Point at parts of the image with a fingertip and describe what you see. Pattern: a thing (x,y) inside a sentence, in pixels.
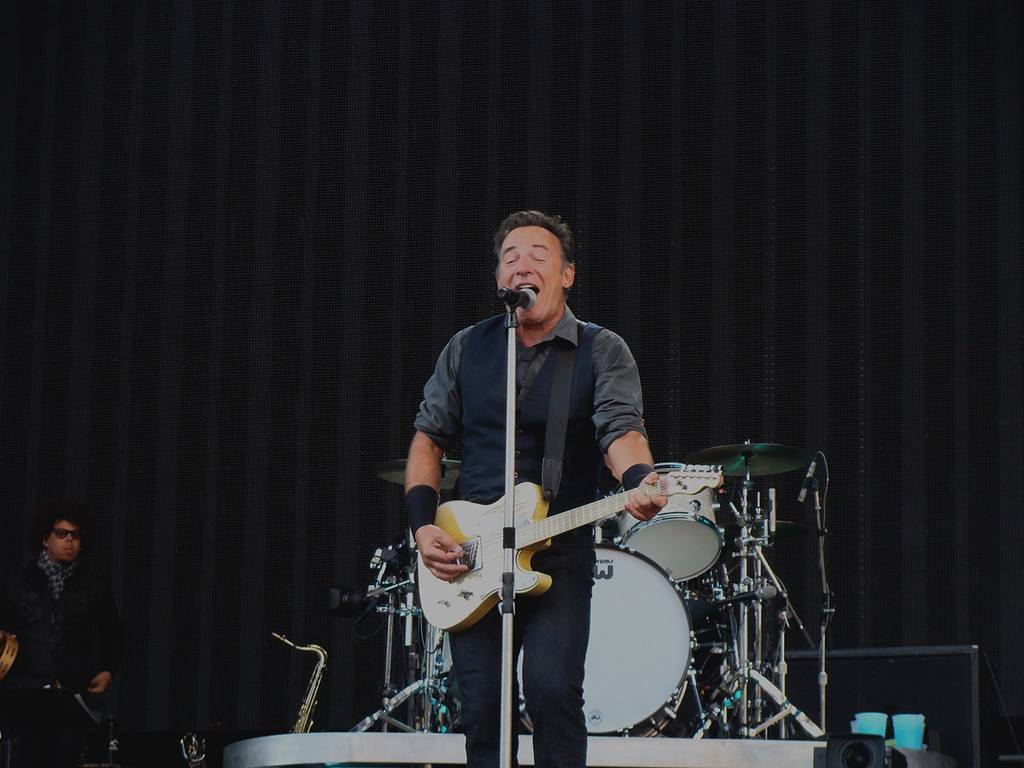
A man (533,401) is singing with a mic (525,291) in front of him while playing guitar (497,557).
